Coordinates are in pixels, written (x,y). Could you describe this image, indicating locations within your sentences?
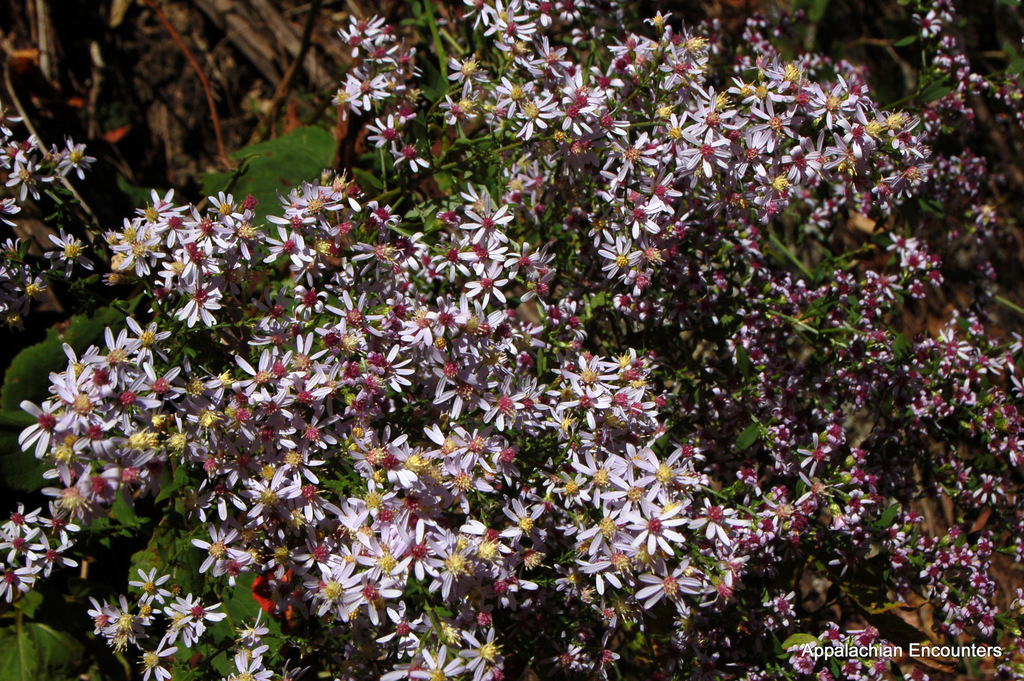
In the center of the image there are flowers (785,607).
